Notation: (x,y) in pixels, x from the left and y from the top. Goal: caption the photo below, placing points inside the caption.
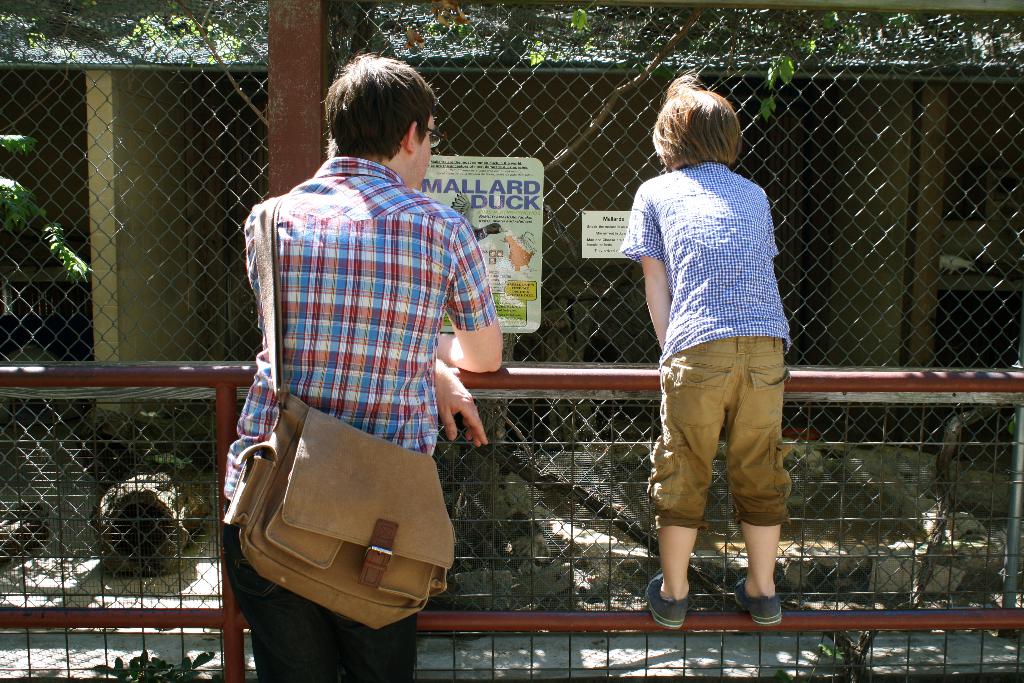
In this image we can see persons (746,238), fence (555,322), board (482,231) and other objects (281,541). In the background of the image (615,94) there is a shelter (514,128), trees (530,59), the roof (398,50) and other objects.
